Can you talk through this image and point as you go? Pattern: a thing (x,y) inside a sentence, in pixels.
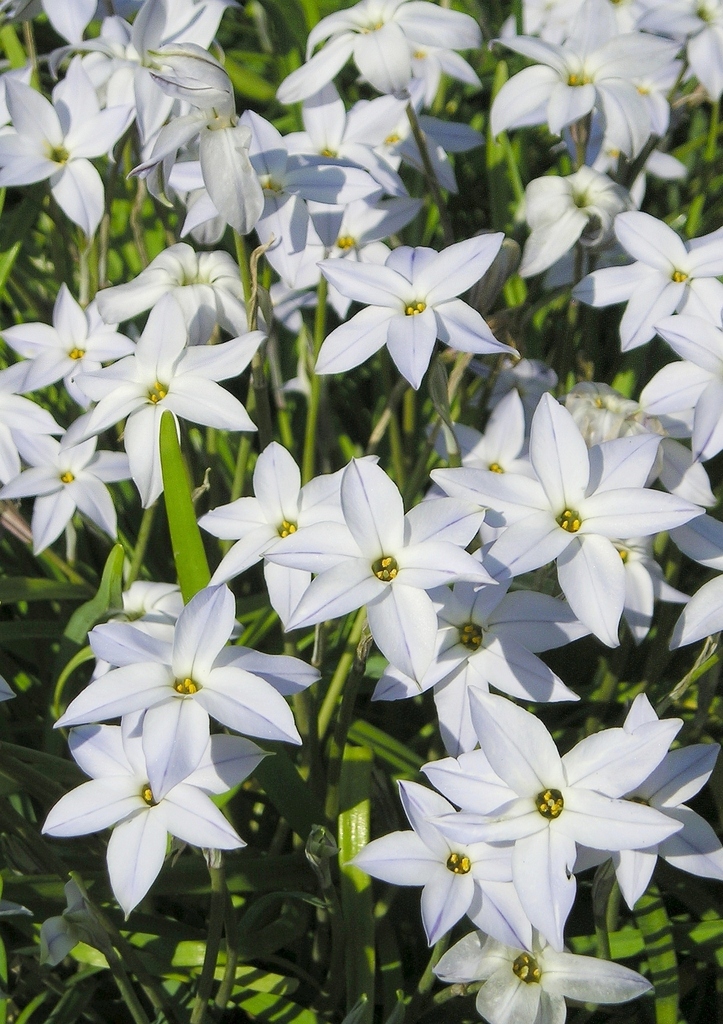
In the image we can see some flowers (82,730) and plants (719,950).
